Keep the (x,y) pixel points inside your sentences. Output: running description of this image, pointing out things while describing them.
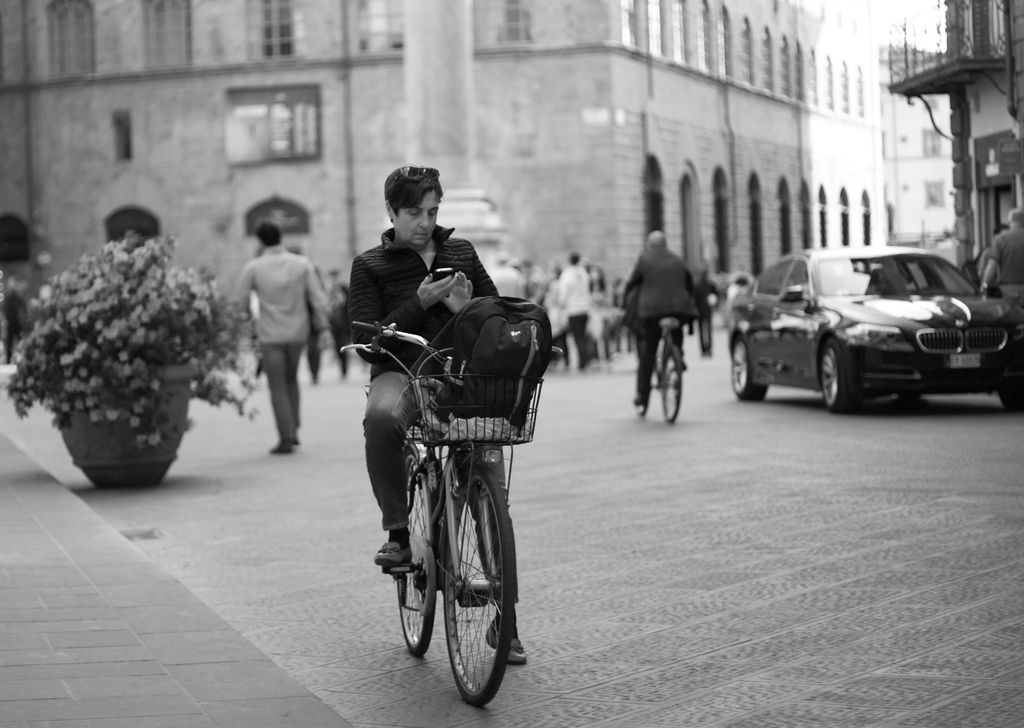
A black and white picture. Front this woman (445,293) is holding mobile (437,273) and sitting on his bicycle (461,565). In-front of this bicycle (422,549) there is a basket (504,419). In this basket (431,407) there is a bag (488,387). We can able to see a plant (140,342), building (383,113) with windows (627,24) and vehicles (863,343). Far this persons (281,282) are walking, as there is a leg movement.
